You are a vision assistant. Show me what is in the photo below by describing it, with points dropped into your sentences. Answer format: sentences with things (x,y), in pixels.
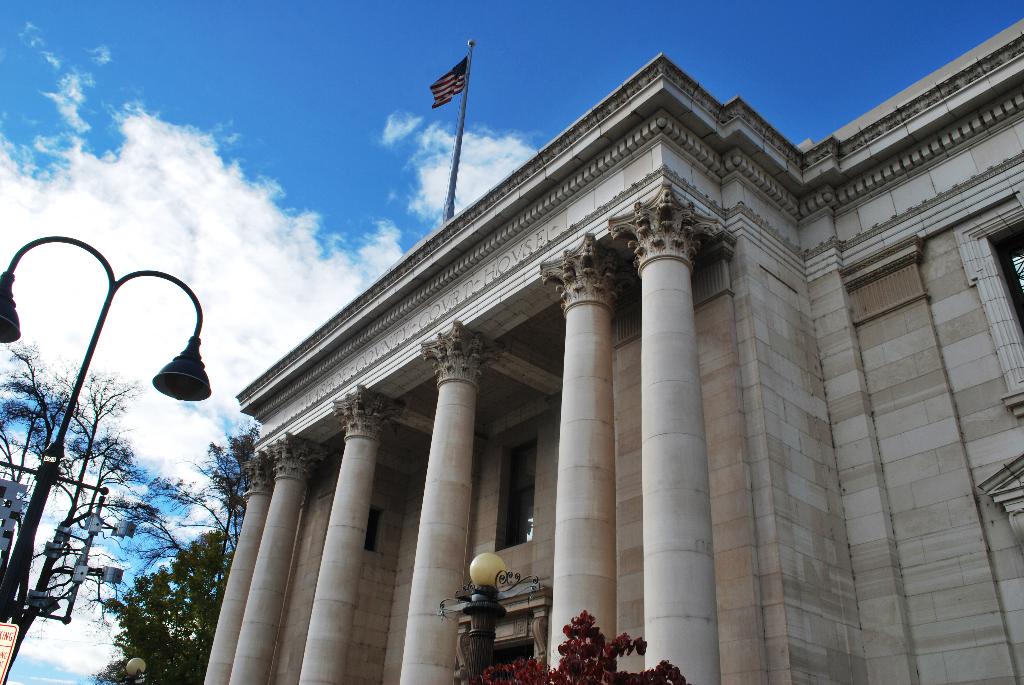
In this image we can see a building (456,623) with pillars (417,593), lights (483,651) in front of the building (657,454), trees (213,453) beside the building (452,238) and sky (177,528) in the background (166,520).
